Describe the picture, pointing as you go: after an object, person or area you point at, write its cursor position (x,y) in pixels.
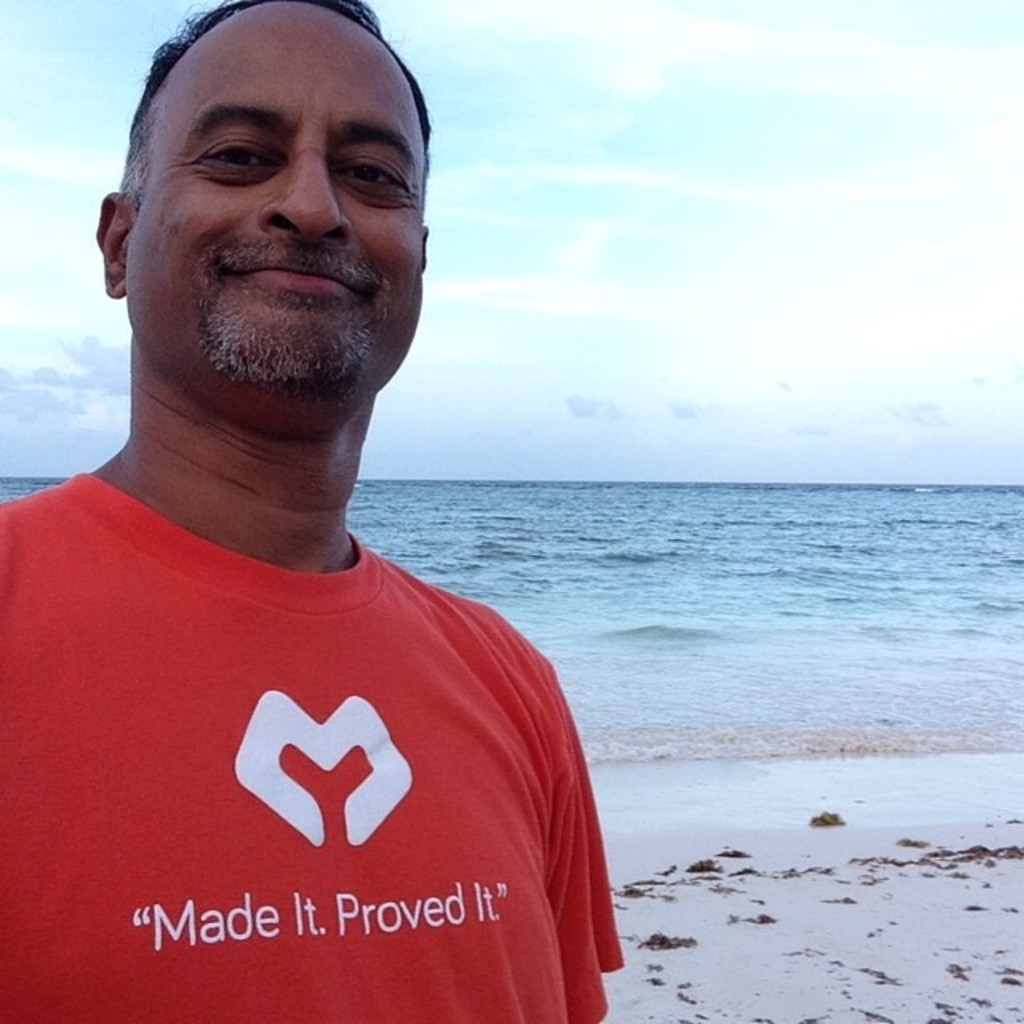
Bottom left side of the image (231,812) a man (305,183) is standing and smiling. Behind him there is water (1014,646). Bottom right side of the image (728,818) there is sand (704,834). Top of the image (971,326) there are some clouds (981,79) and sky (794,393).
